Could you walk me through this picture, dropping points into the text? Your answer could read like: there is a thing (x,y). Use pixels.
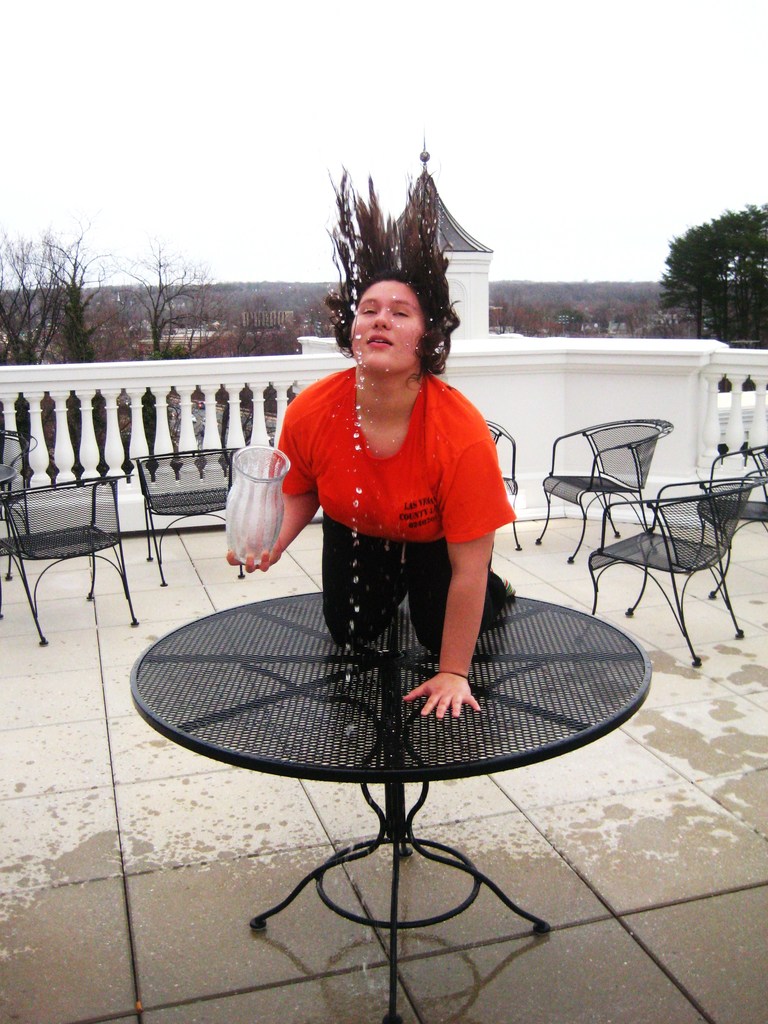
In this image I can see a woman (483,543) is on the table (329,687) and pouring the water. She wore red color top (459,503) and black color trouser (396,547). Behind her there are chairs (37,549) in black color and there are trees (206,323), at the top (277,166) it is the sky (277,166) in this image.
